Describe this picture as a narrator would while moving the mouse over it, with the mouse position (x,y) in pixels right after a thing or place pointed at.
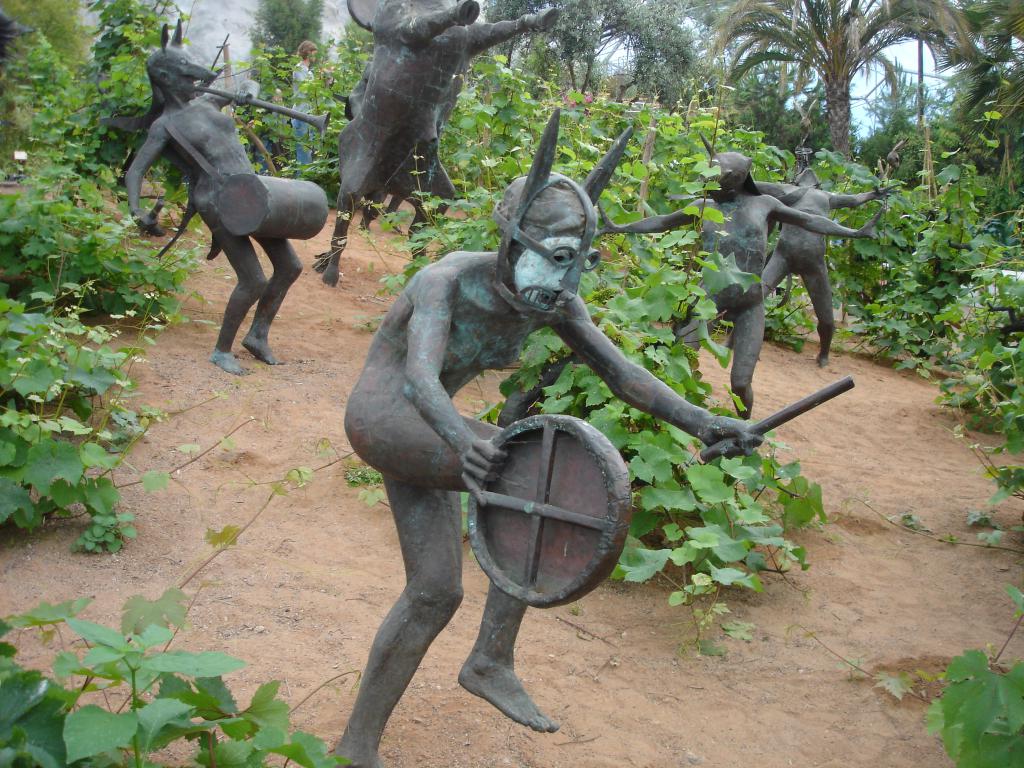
In this image we can see statues (216,117), plants (526,171). In the background of the image (812,27) there are trees (677,33).
